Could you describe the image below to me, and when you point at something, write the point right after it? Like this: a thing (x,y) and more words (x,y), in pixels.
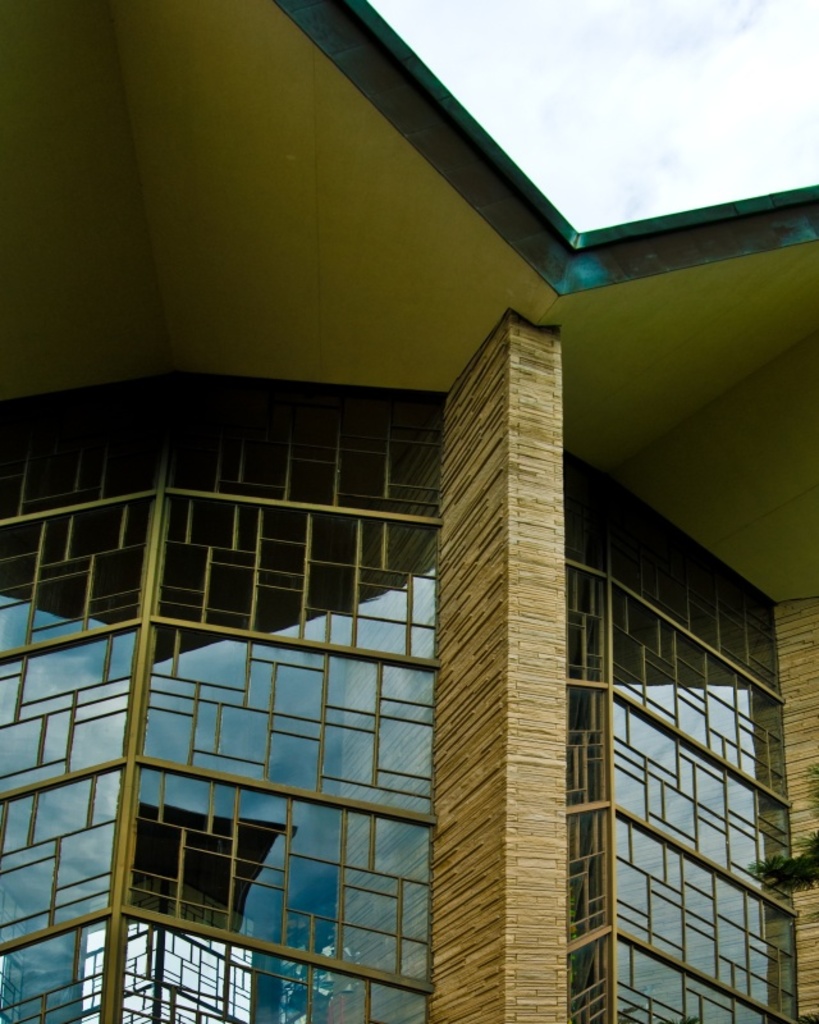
Here in this picture we can see a building (370,462) and we can see the front is fully covered with glass (758,707) and in the middle (546,538) we can see a pillar (542,535) present and we can see clouds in the sky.
